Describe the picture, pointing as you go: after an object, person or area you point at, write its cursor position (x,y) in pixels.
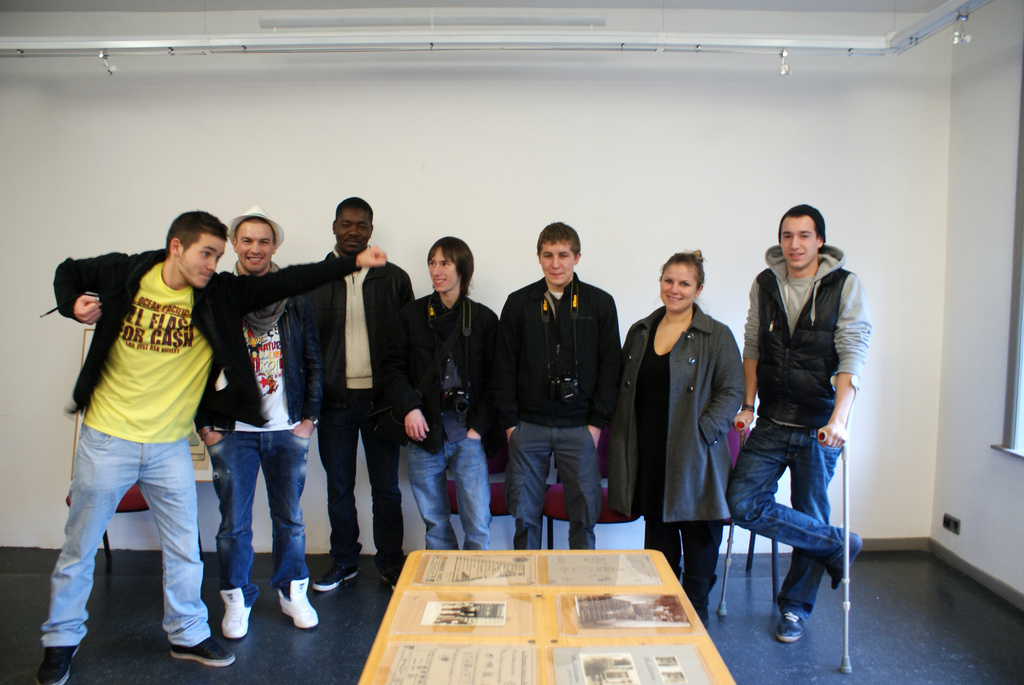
In this image I can see there are few persons (815,337) visible in front of wall (871,417), backside of persons (473,508) I can see chairs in front of persons (399,519) I can see table (552,645), on the table (498,643) I can see papers (511,679) and photos (607,595).
